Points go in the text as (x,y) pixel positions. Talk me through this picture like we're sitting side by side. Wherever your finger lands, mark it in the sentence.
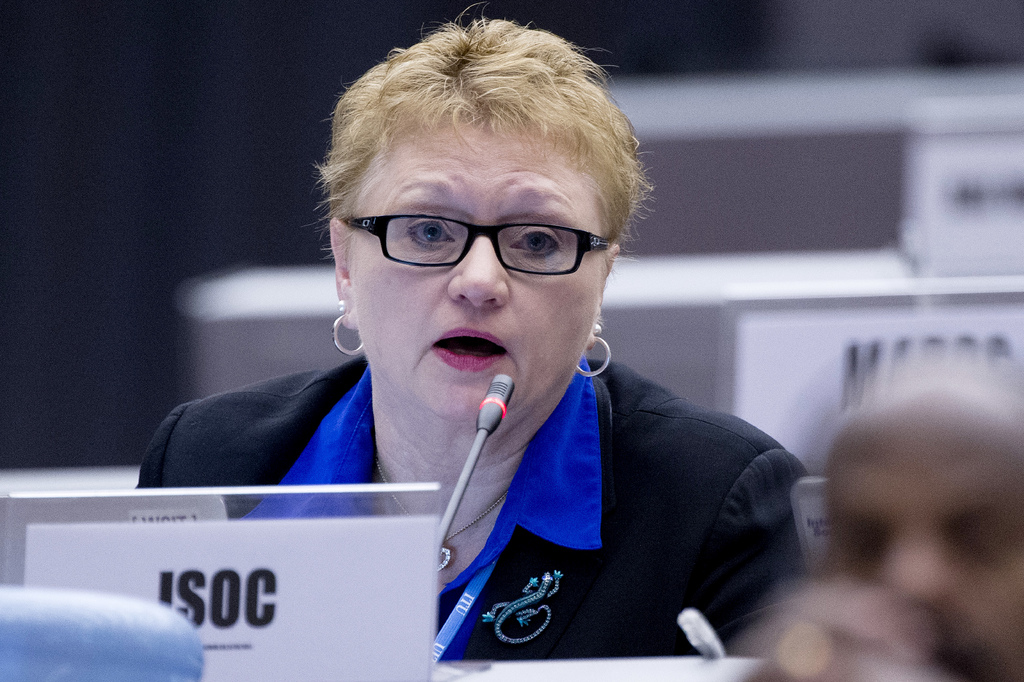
At the bottom of the image (946,550) a person (903,607) is sitting. Behind him there is a table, on the table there is a microphone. Behind the table (512,671) a woman (738,441) is sitting and watching. Behind her there are some tables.
